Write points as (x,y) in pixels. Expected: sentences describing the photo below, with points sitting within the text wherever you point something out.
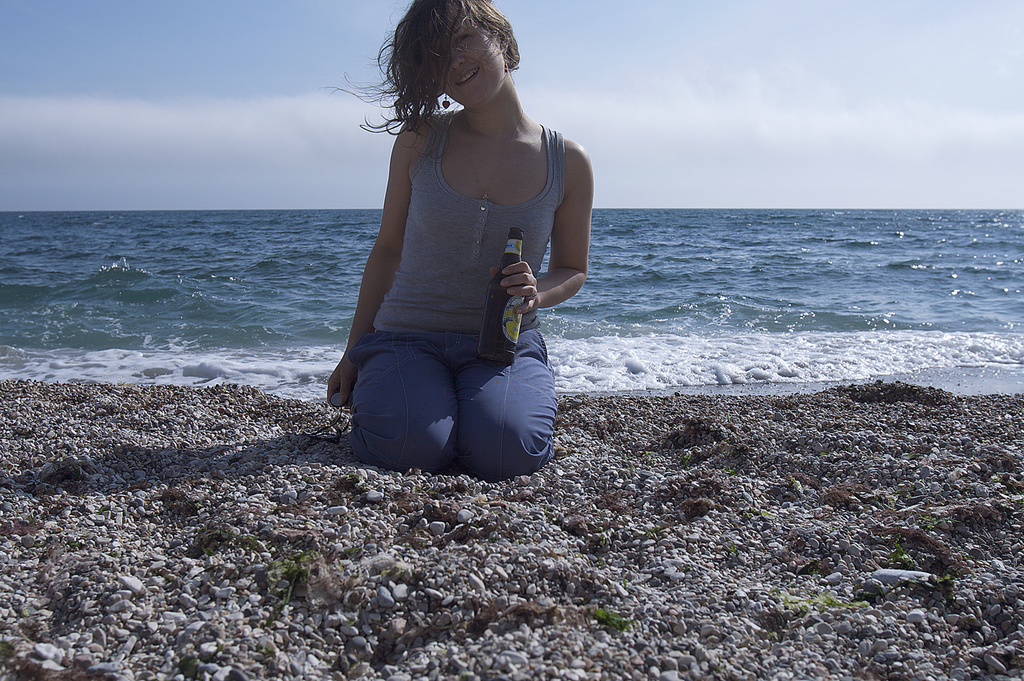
In this image there is a woman (429,338) holding a bottle (499,275) is kneeled down on the sand (402,484) with rocks (347,456), behind the woman (432,458) there is a sea (298,321).
